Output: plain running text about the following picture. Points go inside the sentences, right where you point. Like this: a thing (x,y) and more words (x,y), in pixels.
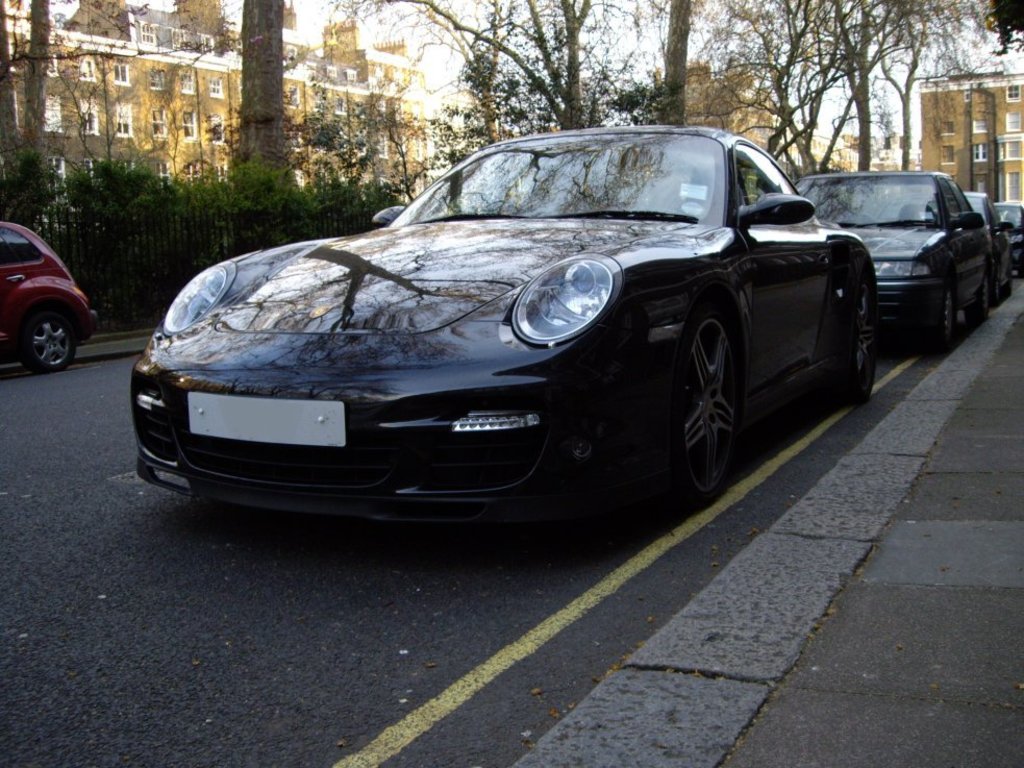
In this image we can see a few vehicles (435,505) on the road (637,509) and there is a fence (132,270). We can see some plants (139,199) and trees (789,2) and there are some buildings (116,115) in the background (1001,90) and at the top (994,34) we can see the sky (942,42).
